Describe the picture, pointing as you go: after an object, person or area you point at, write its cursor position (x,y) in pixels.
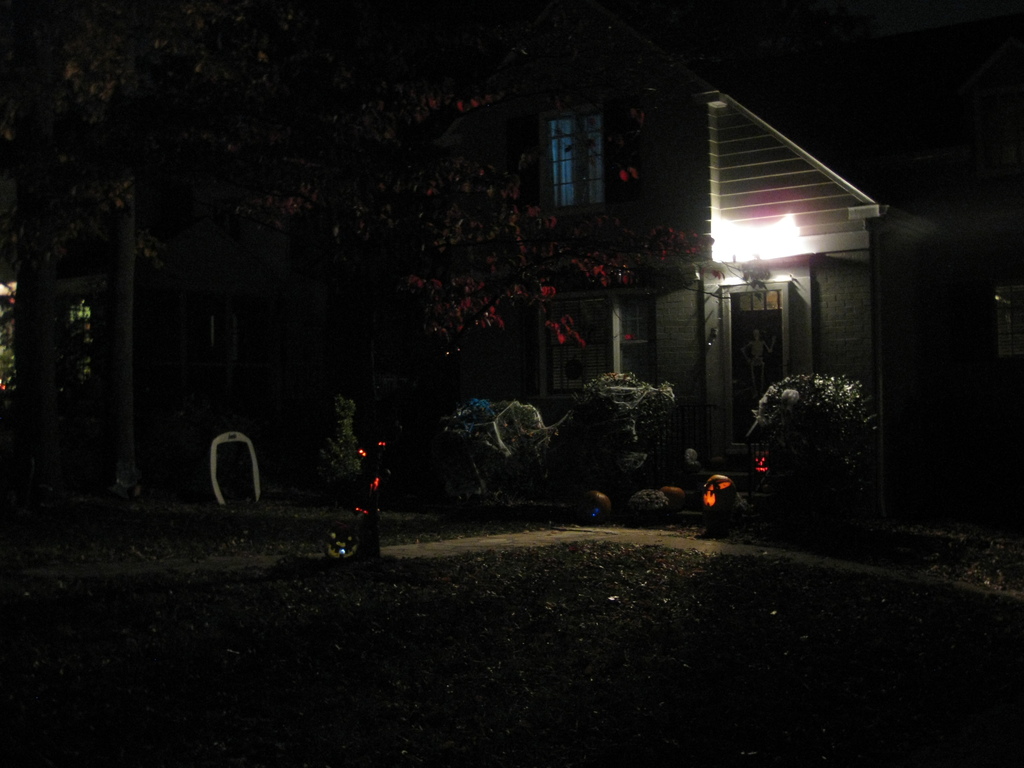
This is clicked at night time, there is a building (949,293) on the back (917,274) with plants (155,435) and trees (23,330) in front of it and there is a garden (427,613) in the front (578,641).
